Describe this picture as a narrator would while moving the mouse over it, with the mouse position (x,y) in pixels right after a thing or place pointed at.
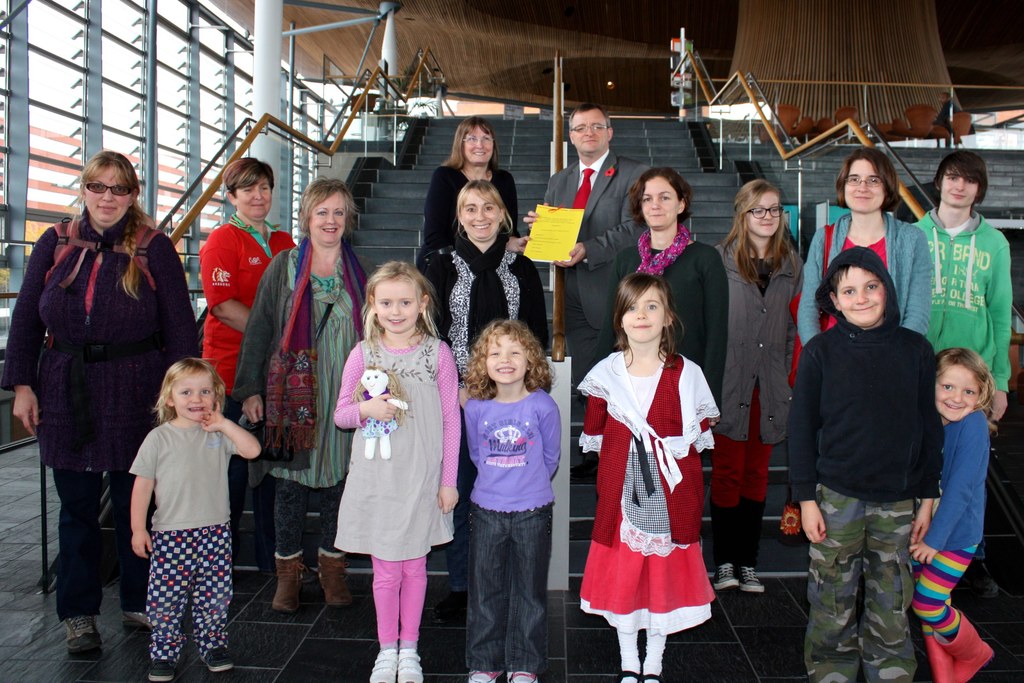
In this picture, there are group of people (426,359) standing on the stairs (573,495). In the center (546,424), there are three girls (632,480). One of the girl (414,436) is holding a toy (376,382). Behind them, there is a woman (512,273) wearing black top (523,282). At the top (475,170), there is a woman (491,128) and a man (607,182). The man (571,206) is holding a book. Towards the left (102,311), there is a woman (176,359) carrying a bag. Before her, there is a girl (214,426). In the background (109,103), there are hand grills (288,128), roof (573,68), glasses (109,75) etc.
